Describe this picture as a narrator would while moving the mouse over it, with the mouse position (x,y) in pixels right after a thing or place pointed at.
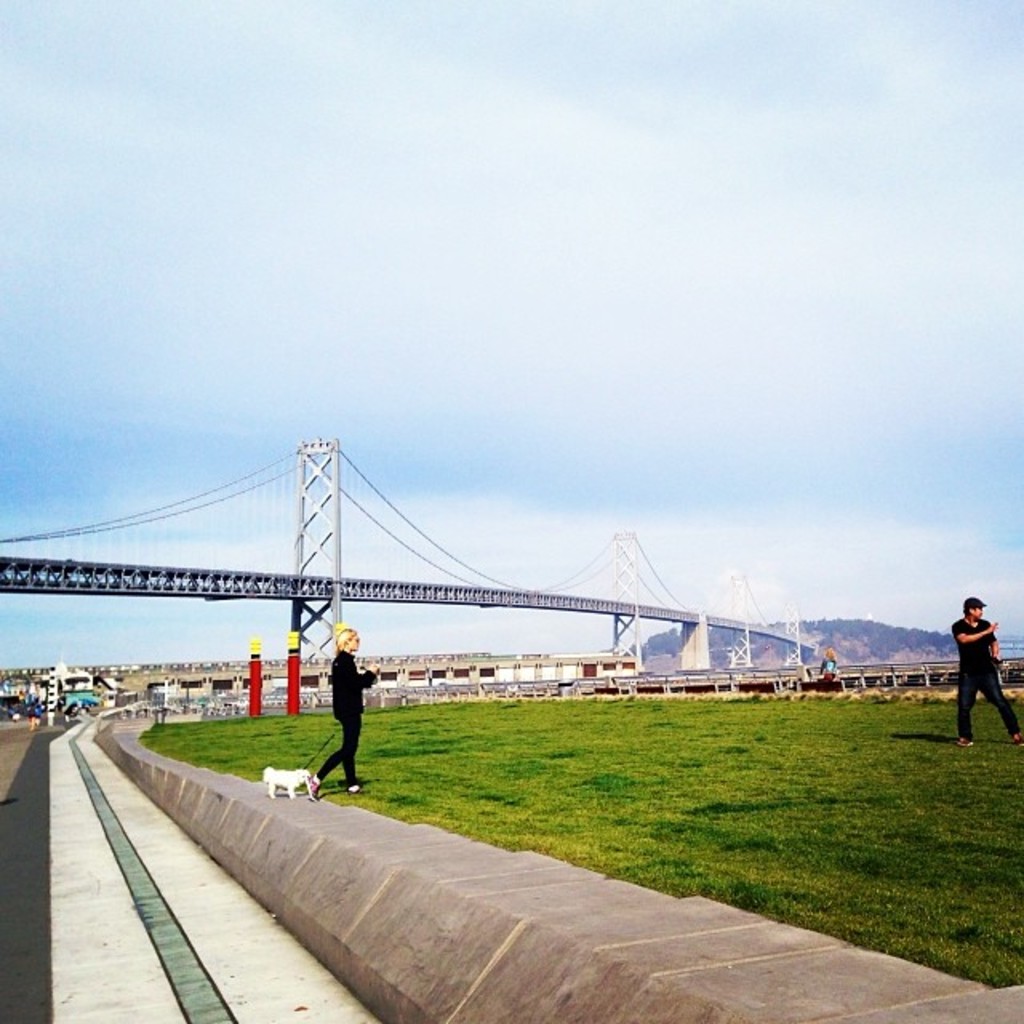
In this image I can see an open grass ground (559,760) on the right side (834,802) and on it I can see a dog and two persons (343,687) are standing. In the background (247,654) I can see a bridge (697,632), clouds (983,573) and the sky (516,293).
